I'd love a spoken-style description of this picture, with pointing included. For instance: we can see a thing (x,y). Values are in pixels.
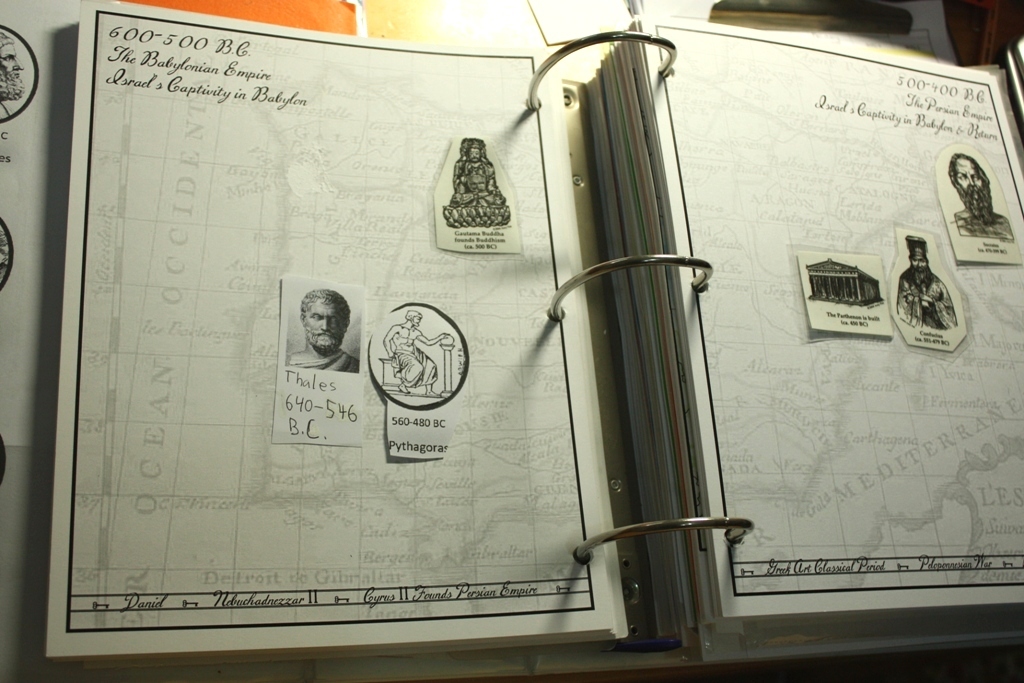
In this picture I can see a book (593,342) on which I can see some photos (346,296) and something written on it.
